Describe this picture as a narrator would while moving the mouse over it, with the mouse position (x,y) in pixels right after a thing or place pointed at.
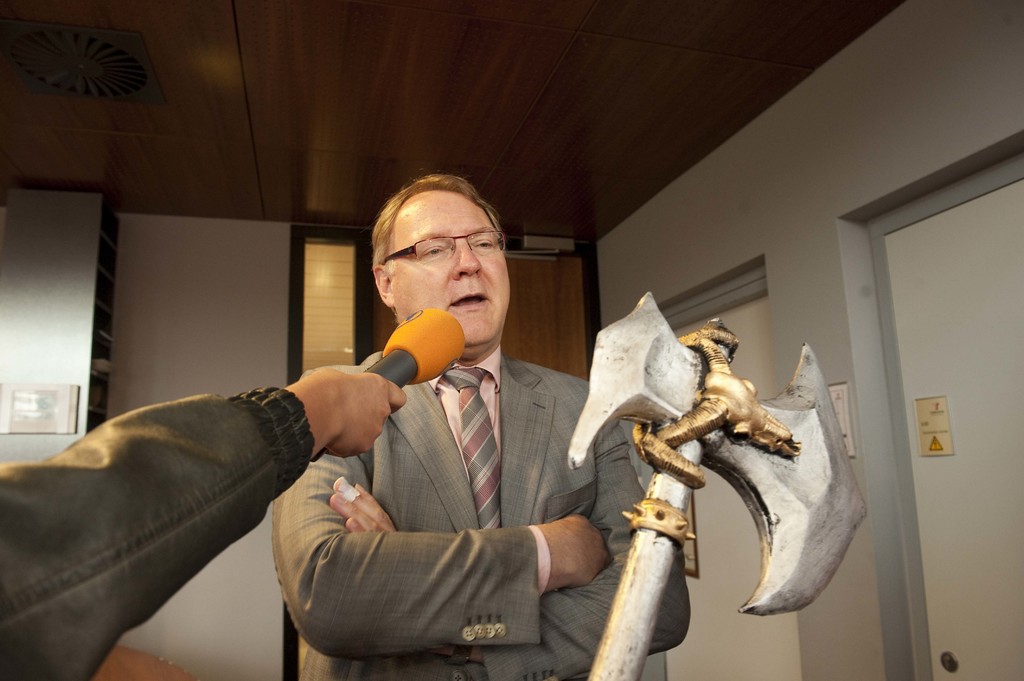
In this image, we can see a person (441,532) wearing clothes (504,466) and spectacles (415,250). There is a person hand (156,504) in the bottom left of the image (181,551) holding a mic (440,327). There is a weapon (579,460) at the bottom of the image (757,472). There is a door (978,598) on the right side of the image (984,545).
